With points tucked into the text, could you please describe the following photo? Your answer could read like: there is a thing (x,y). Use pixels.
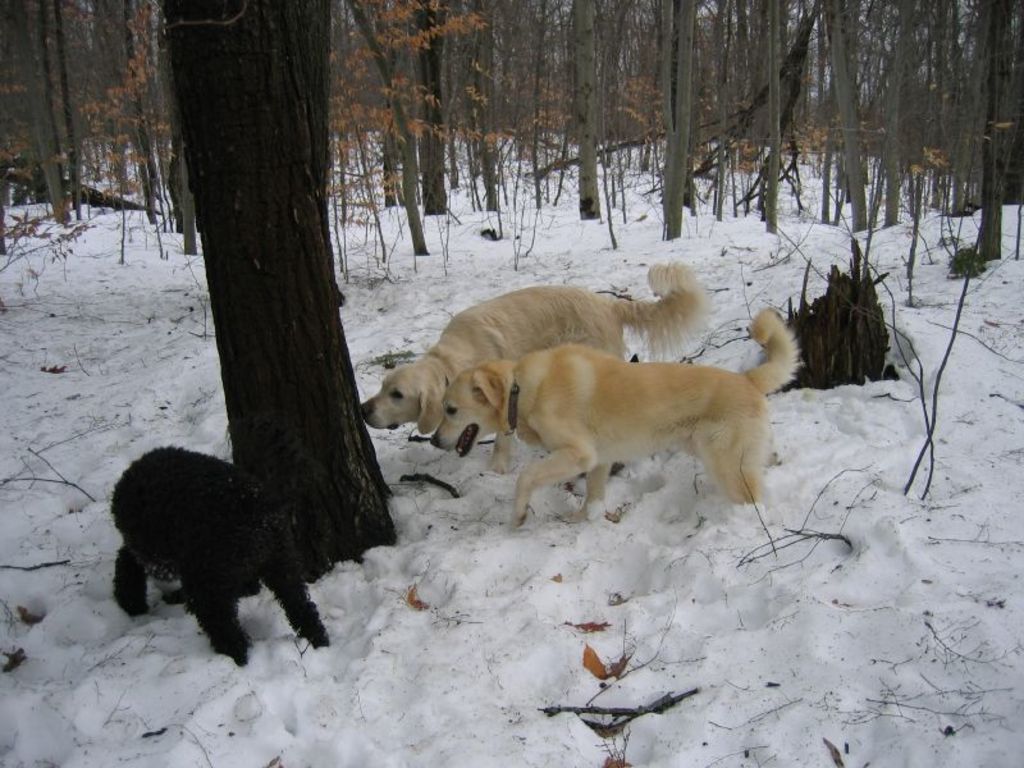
In this image I can see ground (647,603) full of snow (125,418) and on it I can see number of trees (66,189), two cream color dogs (568,453) and a black color animal (169,566) over here.
